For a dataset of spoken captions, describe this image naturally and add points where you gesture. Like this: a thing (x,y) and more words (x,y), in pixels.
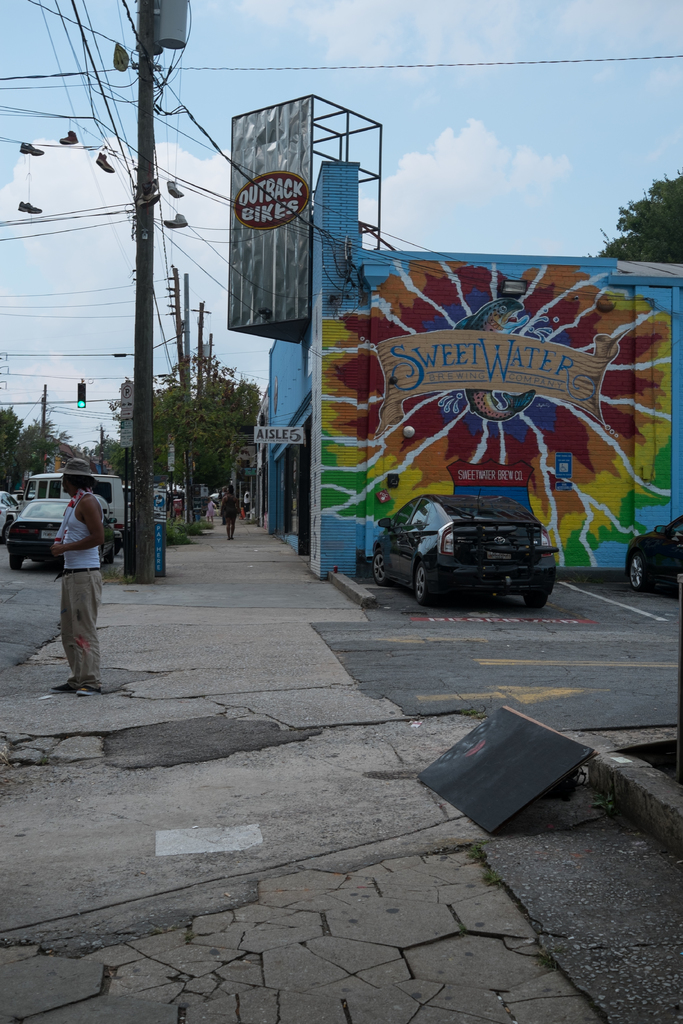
On the right side of the image (523,336) we can see a house (407,354), boards (294,145), graffiti (474,370) on the wall (567,446). In the background of the image (145,243) we can see the trees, poles (137,446), wires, shoes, vehicles (375,561), traffic light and a person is walking on the pavement (241,526) and a man (77,485) is standing. At the bottom of the image (97,837) we can see the pavement (461,818). At the top of the image (450,203) we can see the clouds (440,0) in the sky (664,89).
